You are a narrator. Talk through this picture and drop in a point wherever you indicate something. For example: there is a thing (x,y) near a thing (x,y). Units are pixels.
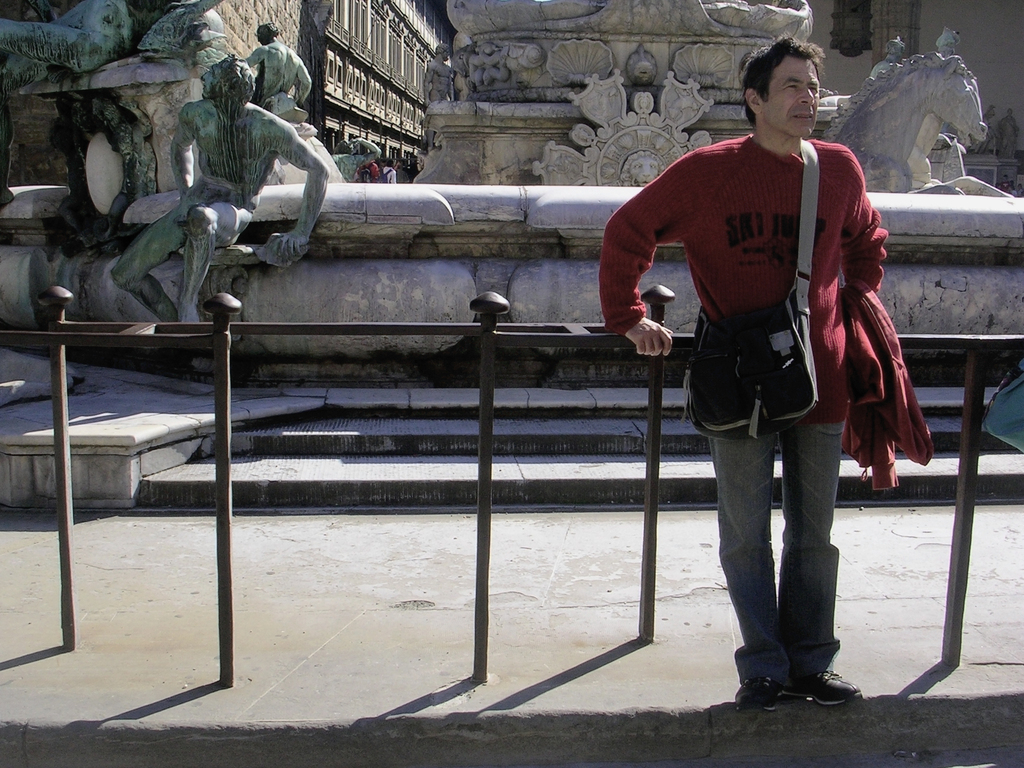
In the foreground of the image (885,319) there is a person (815,614) standing. There is a railing (530,326). In the background of the image (77,226) there are sculptures (71,215). At the bottom of the image (495,710) there is floor (51,703).
